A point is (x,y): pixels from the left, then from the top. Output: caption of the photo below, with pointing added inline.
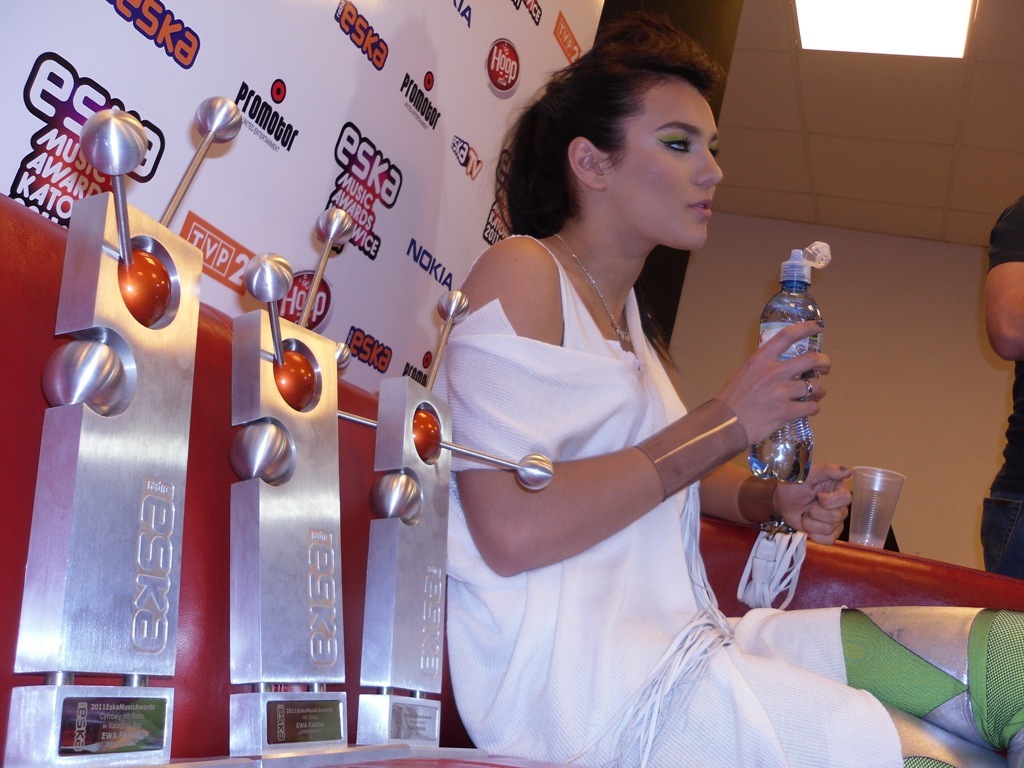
Here is a woman (482,502) sitting on a sofa (806,591) and she is holding a plastic bottle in her right hand (776,380).
